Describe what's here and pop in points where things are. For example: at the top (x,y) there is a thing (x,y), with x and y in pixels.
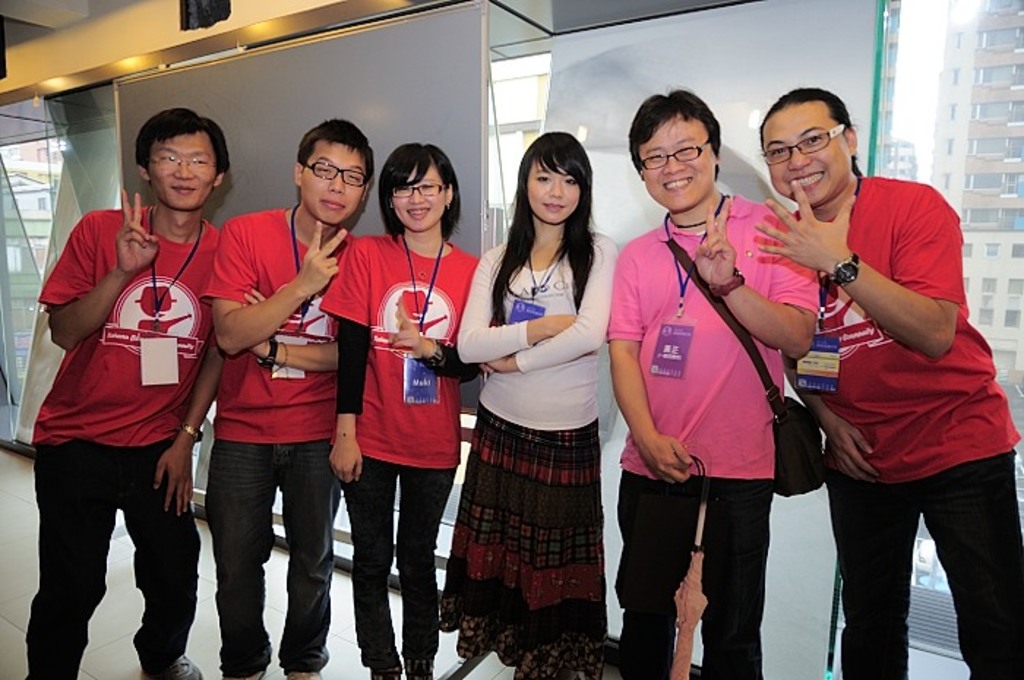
In this image we can see a group of people (416,379) standing on the floor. On the backside (576,108) we can see a board (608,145), building (968,185) with windows (989,185) and a roof (107,68).
